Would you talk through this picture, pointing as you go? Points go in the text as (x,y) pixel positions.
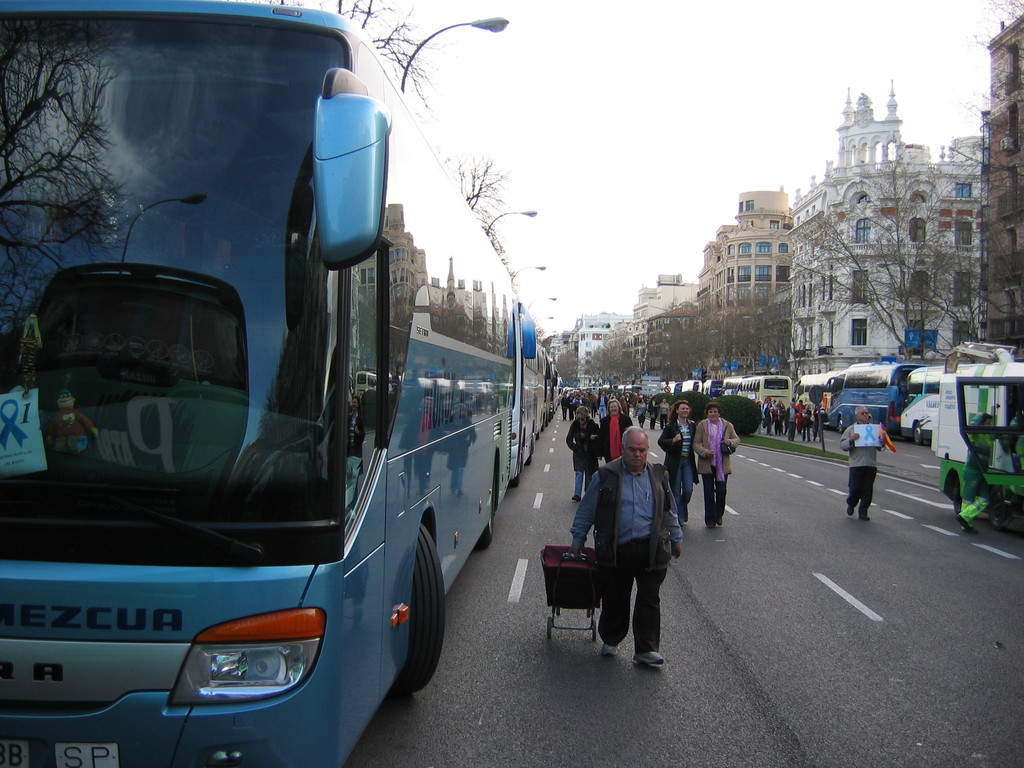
In the picture I can see the buses (225,319) on the road (743,506). I can see a group of people (588,469) walking on the road (746,456). In the foreground (665,527) I can see a man (665,527) walking on the road (544,540) with luggage (546,558). There is a man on the right side (862,458) and he is holding a blue ribbon paper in his hand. I can see the buildings (859,336) on the right side (928,258). There are light poles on the side of the road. I can see the trees (784,346) on the side of the road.
